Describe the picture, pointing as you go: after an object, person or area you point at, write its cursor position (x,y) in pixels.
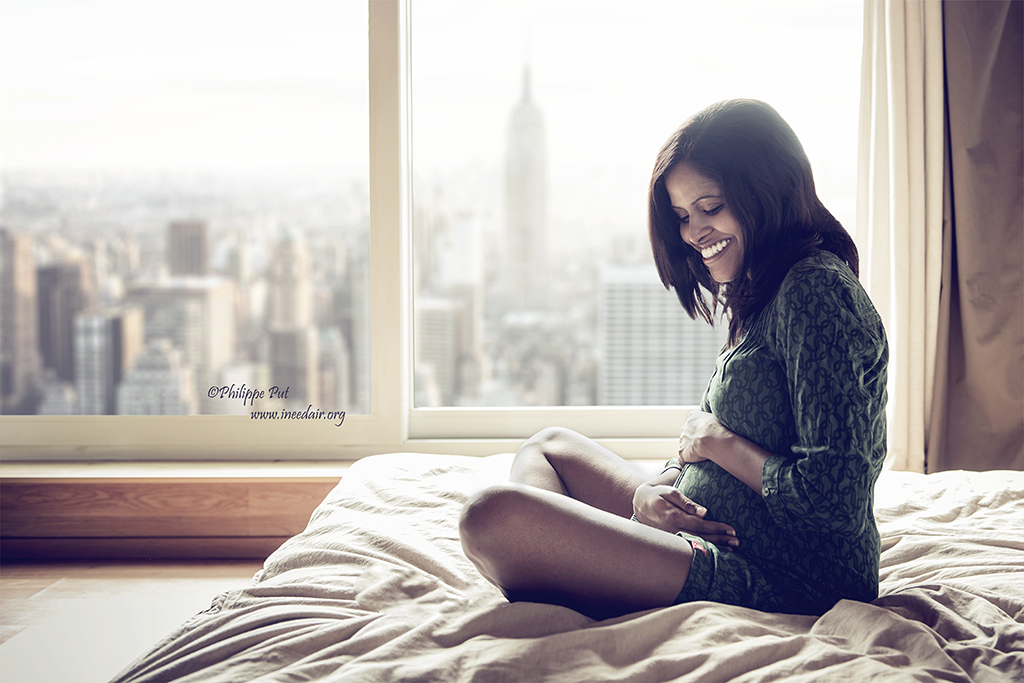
In this picture I can see a woman (801,491) smiling and sitting on the blanket (981,546) of the bed (618,659), and in the background (641,448) there is a window (144,48) and a curtain (890,239). Through the window (610,125) I can see buildings (15,204), there is the sky (533,70) and there is a watermark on the image.
